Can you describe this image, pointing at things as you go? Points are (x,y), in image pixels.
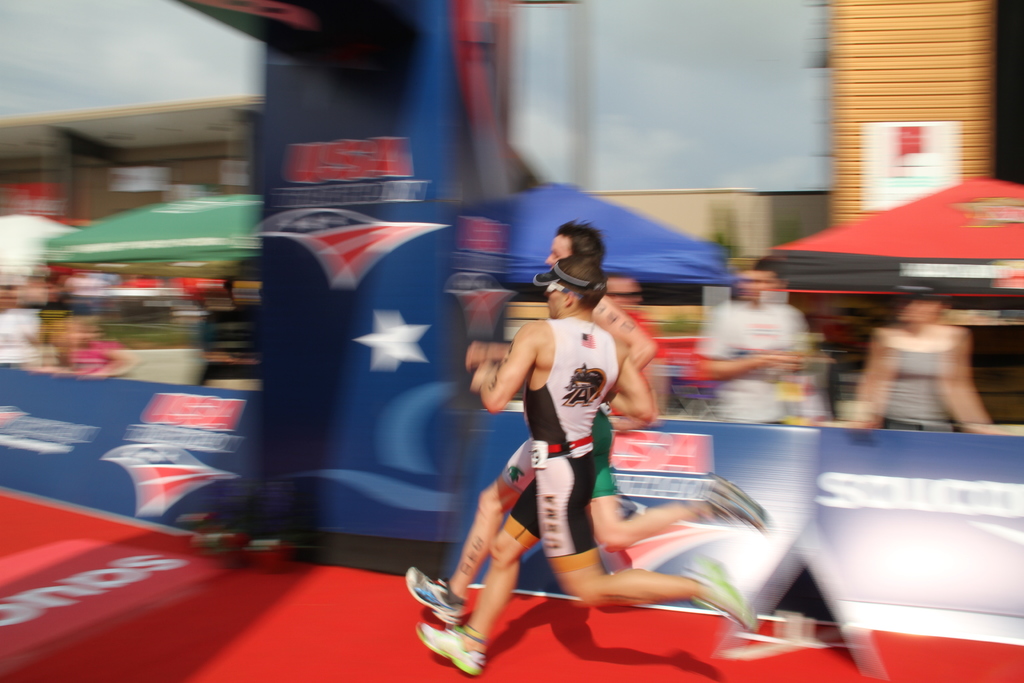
It is a blur image there are two athletes (545,439) running on a red surface (519,639), the picture is taken while they are running, around them there are people (960,373) and banners (418,253).
